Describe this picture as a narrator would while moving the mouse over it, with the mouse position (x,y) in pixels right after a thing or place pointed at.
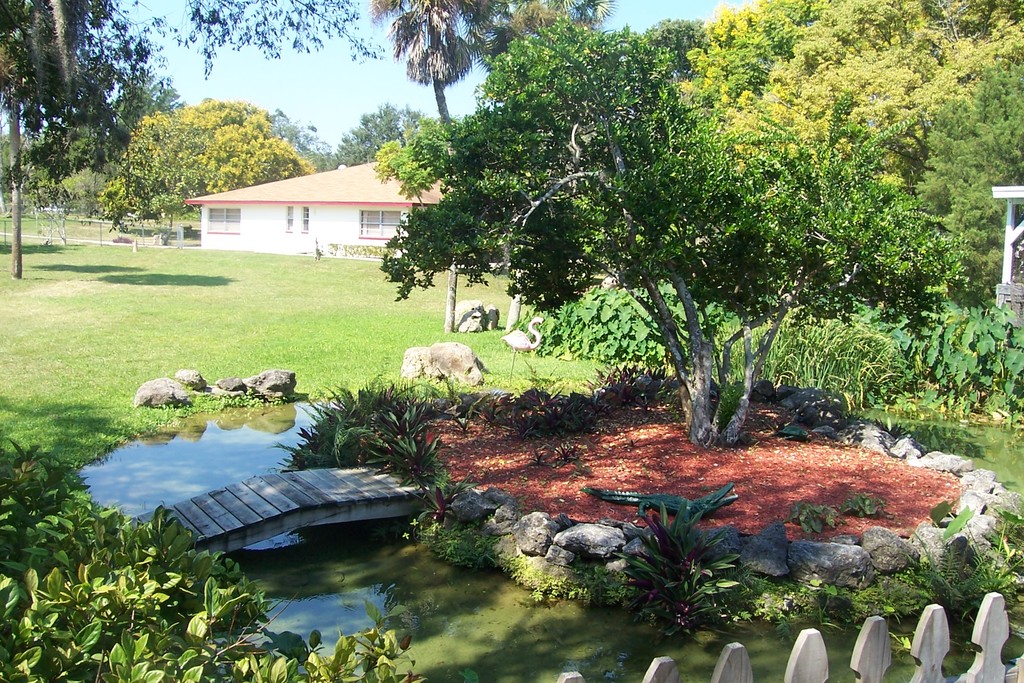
At the bottom of the picture (792,630), we see picket fence (990,639), water (437,612), bridge (205,503) and plants (38,538). In the middle of the picture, we see a crocodile (704,506). Beside that, we see the stones (831,550). We see a tree (685,309). Behind that, we see a flamingo (539,335) and plants (794,340). There are trees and a building (327,233) in white color in the background (333,205). On the left side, we see the grass (17,324). At the top of the picture (326,104), we see the sky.
